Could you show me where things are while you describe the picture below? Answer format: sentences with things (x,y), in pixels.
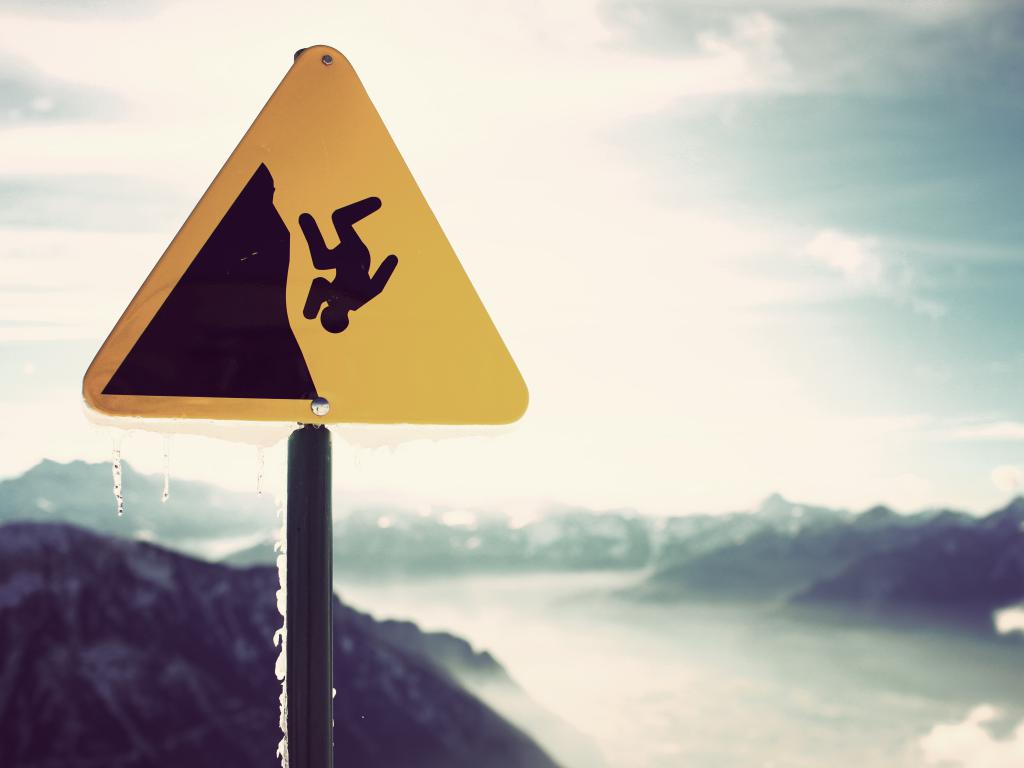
There is a yellow color signboard (396,319). Which is attached to the black color pole (318,565). On which, there is snow (259,466). In the background (266,506), there are mountains (417,523) and there are clouds (672,173) in the blue sky (930,171).
